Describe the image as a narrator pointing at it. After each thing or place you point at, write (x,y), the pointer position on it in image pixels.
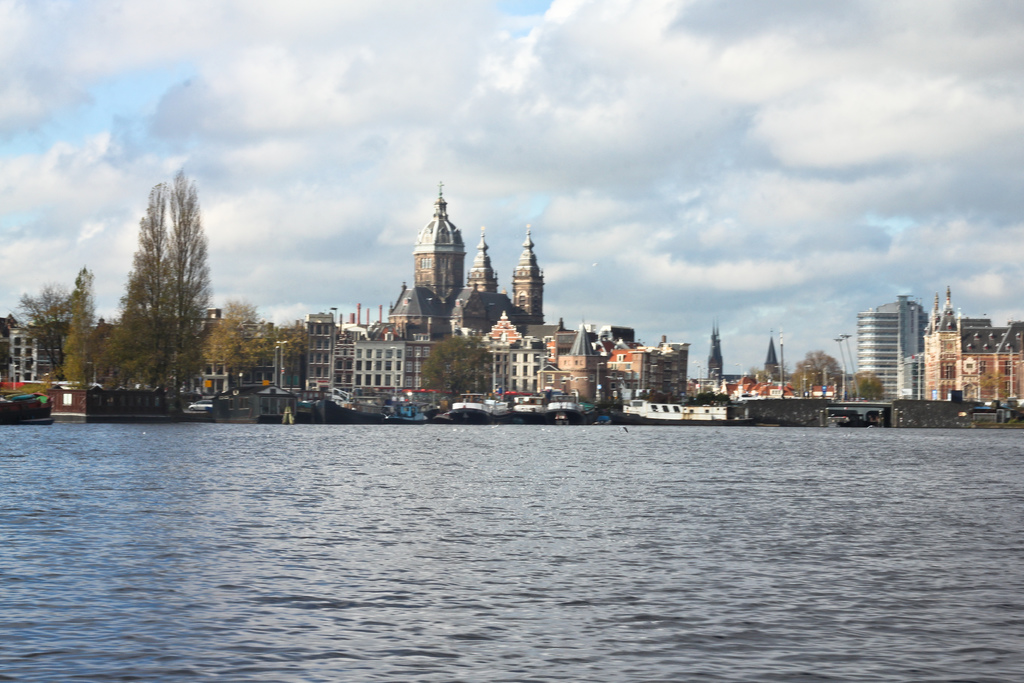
This picture shows few buildings (884,335) and we see trees (179,281) and few boats (675,419) in the water (509,433) and we see a blue cloudy sky (629,139).
